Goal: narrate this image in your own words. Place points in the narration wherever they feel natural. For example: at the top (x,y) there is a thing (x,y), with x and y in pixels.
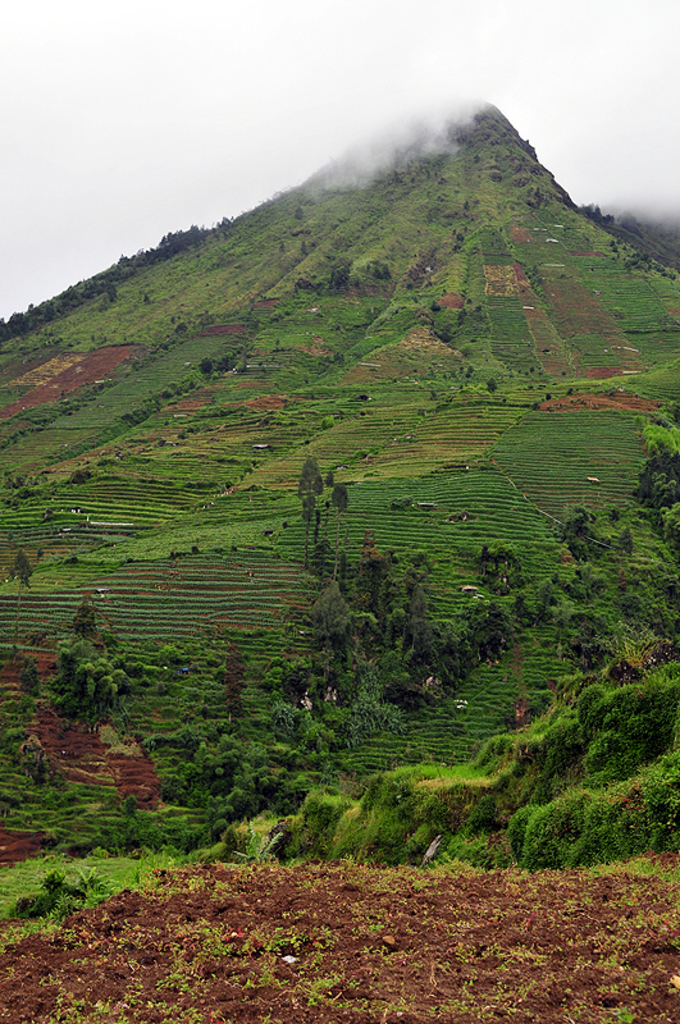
In this image we can see a hill (486,343) that includes greenery (352,402), plants (384,506) and sand (295,873).
